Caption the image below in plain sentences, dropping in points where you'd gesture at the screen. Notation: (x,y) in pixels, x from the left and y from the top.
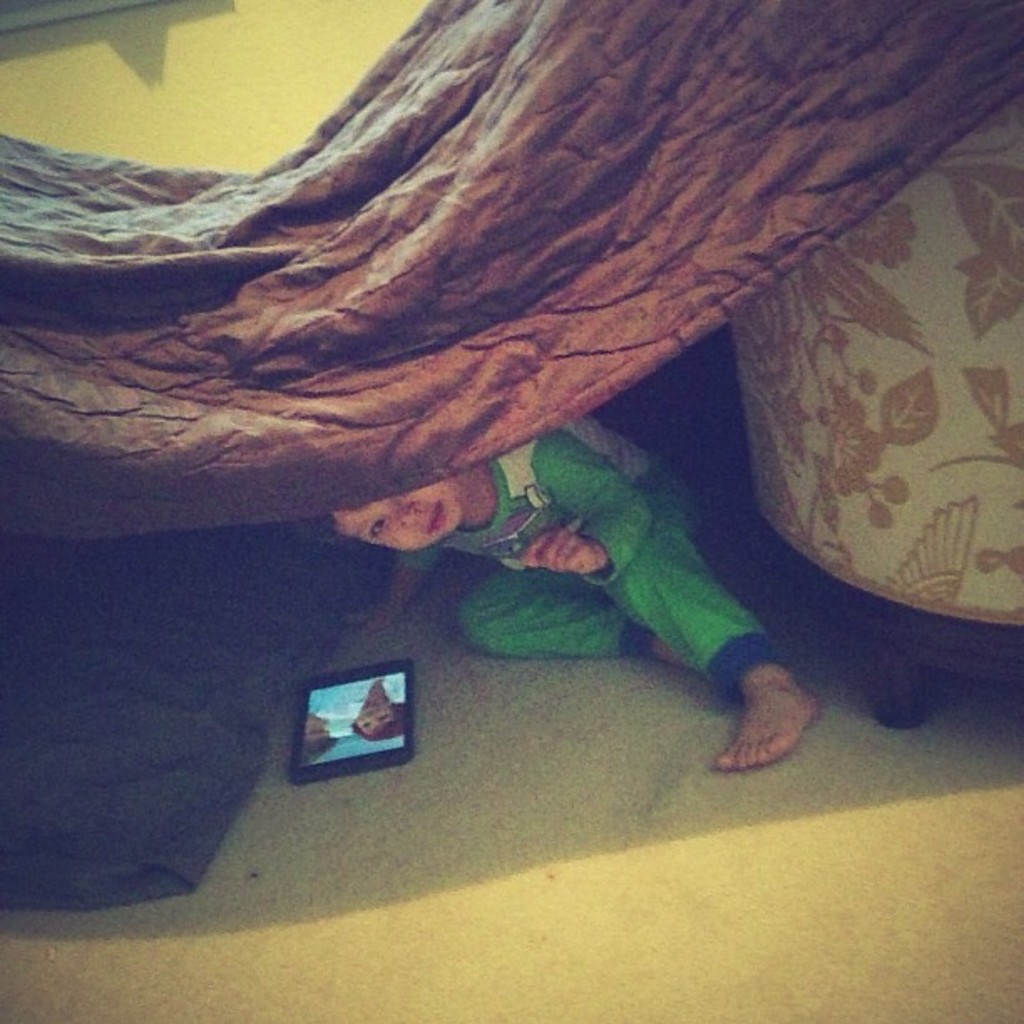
In this image in the center (544,558) there is one boy (531,586) who is sitting and there is one blanket (312,444), at the bottom (415,884) there is floor (455,814). On the floor (302,946) there is one iPad (346,699) and on the right side (815,364) there is a couch (894,411) in the background (199,100) there is a wall (187,74).
